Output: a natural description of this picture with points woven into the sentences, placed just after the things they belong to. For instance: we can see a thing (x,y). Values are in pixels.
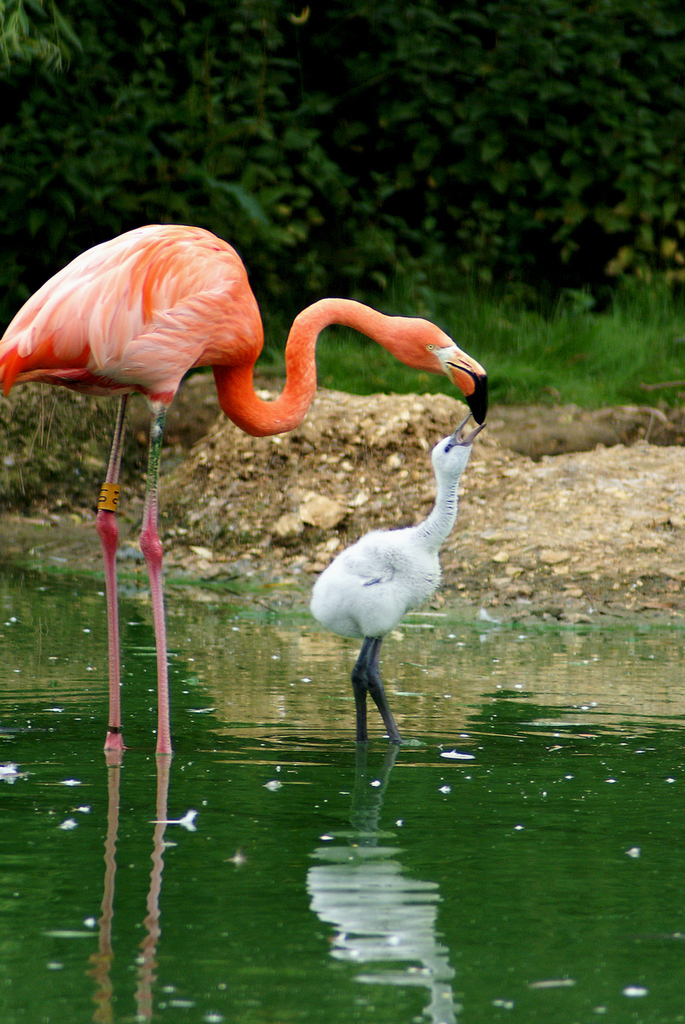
In this image I can see two birds (176,320) which are orange, black and white in color in the water (414,656). In the background (357,175) I can see few trees (432,152) and the ground (428,501).
